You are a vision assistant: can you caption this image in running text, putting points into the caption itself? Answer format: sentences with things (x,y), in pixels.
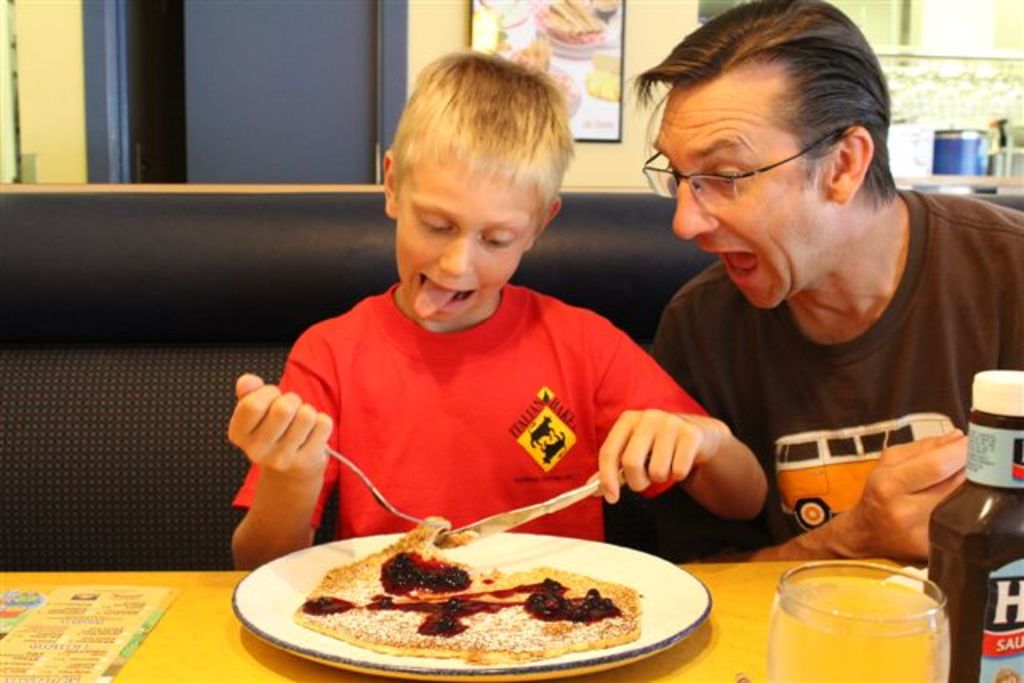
In this image we can see two people (728,449). One boy (524,384) holding a fork (350,464) and knife (564,498) in his hands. At the bottom of the image (382,655) we can see a card (98,618) with some text (54,647), plate (382,655) containing food (542,649), a glass (928,672) and a bottle (983,647) placed on the table (210,659). On the right side of the image (926,159) we can see some containers (967,141) placed on the surface (975,177). At the top of the image (570,30) we can see the photo frame (553,37) on the wall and a door (274,32).
